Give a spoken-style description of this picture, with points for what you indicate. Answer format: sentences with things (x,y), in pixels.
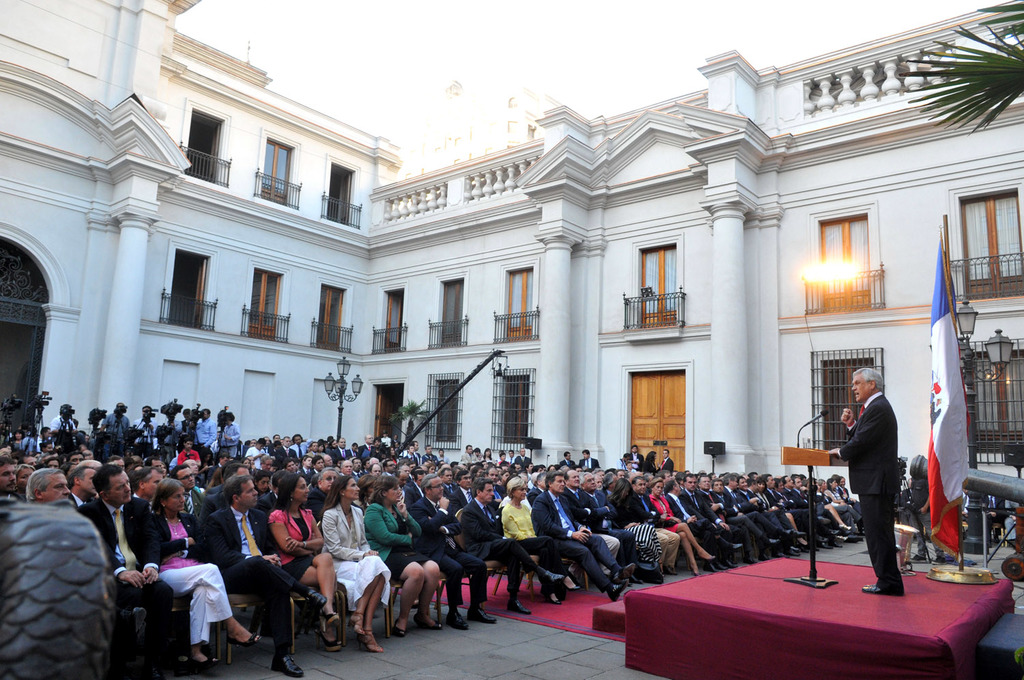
In this image we can see so many men (479,524) and women (633,514) are sitting on the chairs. In front of them stage (836,610) is there. On stage (871,604) one man (857,446) is standing. He is wearing black color suit (879,510). In front of the man (833,450) mic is there and one flag (938,442) is there on the stage (962,597). Background of the image (829,387) building (655,306) is there with glass windows (667,283). At the top of the image (607,32) sky (758,32) is there.
